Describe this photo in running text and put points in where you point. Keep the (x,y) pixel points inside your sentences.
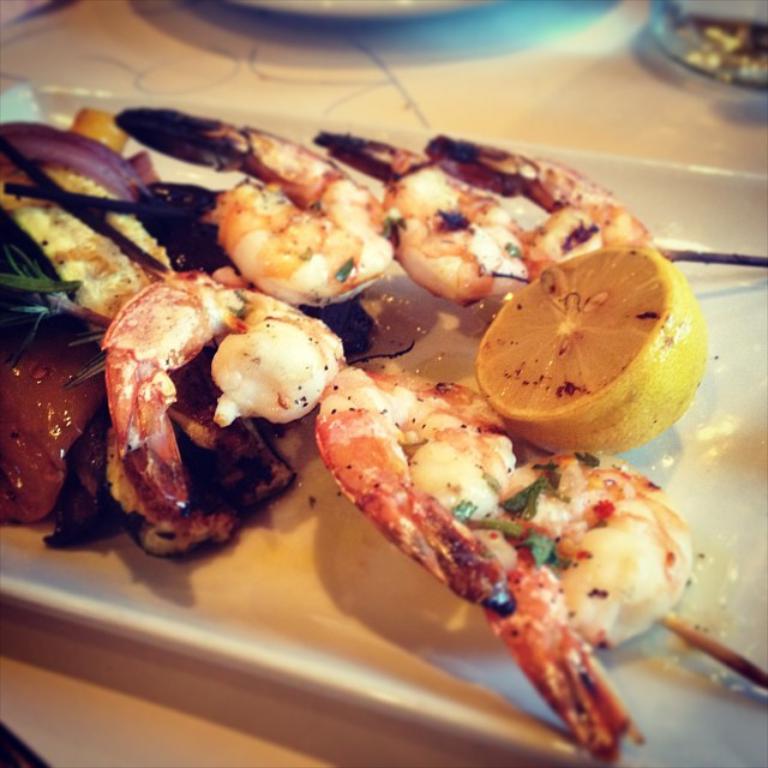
In this image we can see king prawns (483,442), a slice of lemon (564,436) placed on a plate (364,552), the plate (416,356) is on top of a table (249,756).
